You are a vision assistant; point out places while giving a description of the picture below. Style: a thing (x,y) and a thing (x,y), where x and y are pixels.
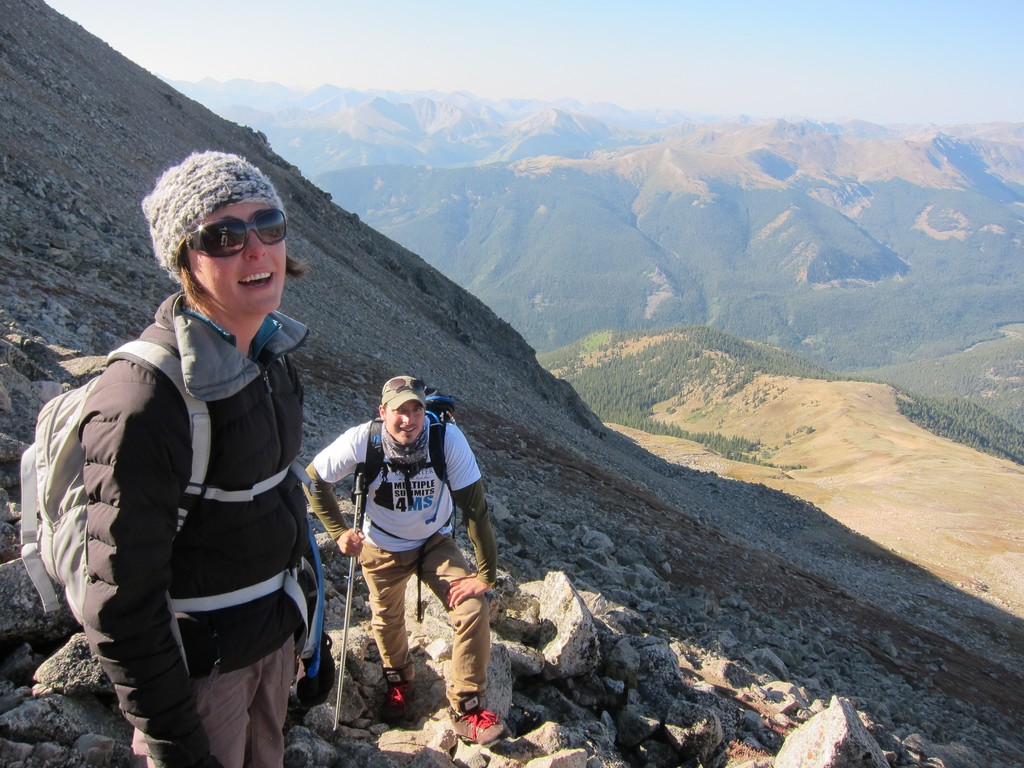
In this image I can see on the left side (303,517) two persons (268,517) are climbing the hill (428,620), they are wearing coats (285,547), caps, shoes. In the middle (494,332) there are hills (666,225), at the top (632,52) it is the sky (591,45).
